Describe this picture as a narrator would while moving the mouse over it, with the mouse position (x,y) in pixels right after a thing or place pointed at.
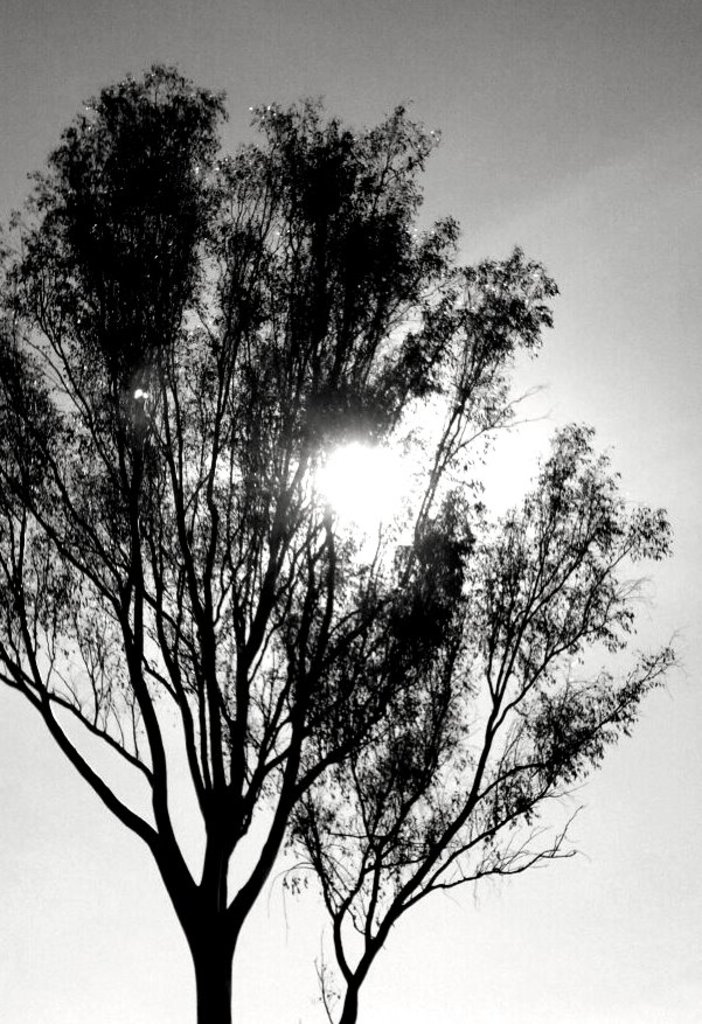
This is the picture of black and white image and there are two trees (326,546) and we can see the sky (459,91) with the sunlight (539,427).
